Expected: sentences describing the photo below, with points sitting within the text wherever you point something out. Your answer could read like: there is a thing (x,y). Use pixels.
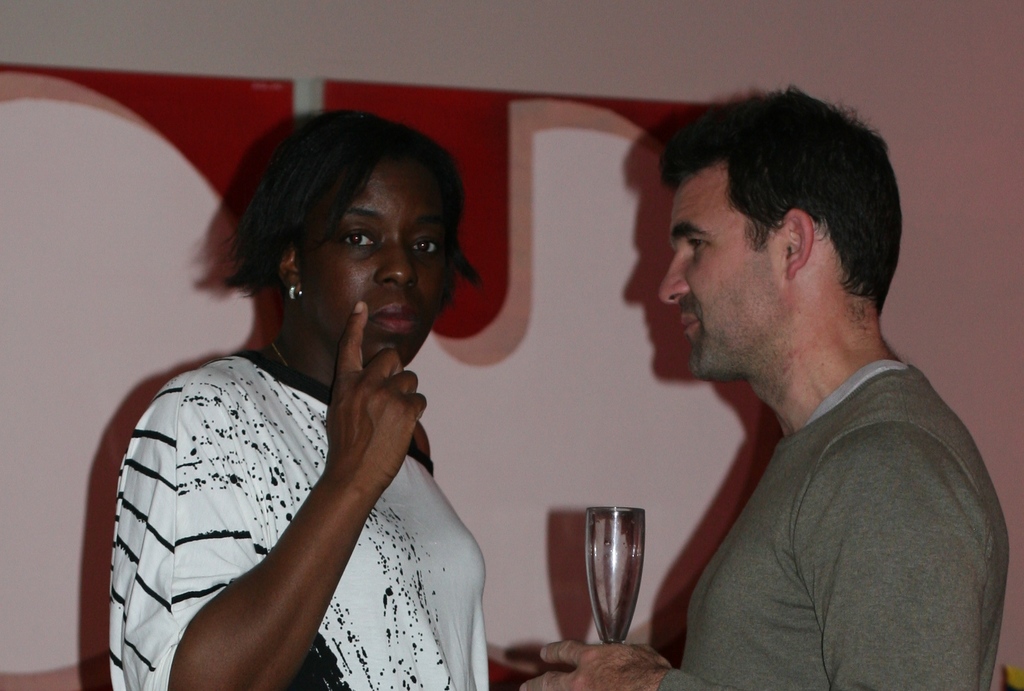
In this image, On the right side (822,626) there is a man (882,540) standing and he is holding a glass (626,606) in his hand (592,672) and on the left side (217,664) there is a woman (219,539) standing and she is raising her hand (361,419) and she is showing a finger (359,372), In the background (551,383) there is a wall (593,140) of red and white color.
